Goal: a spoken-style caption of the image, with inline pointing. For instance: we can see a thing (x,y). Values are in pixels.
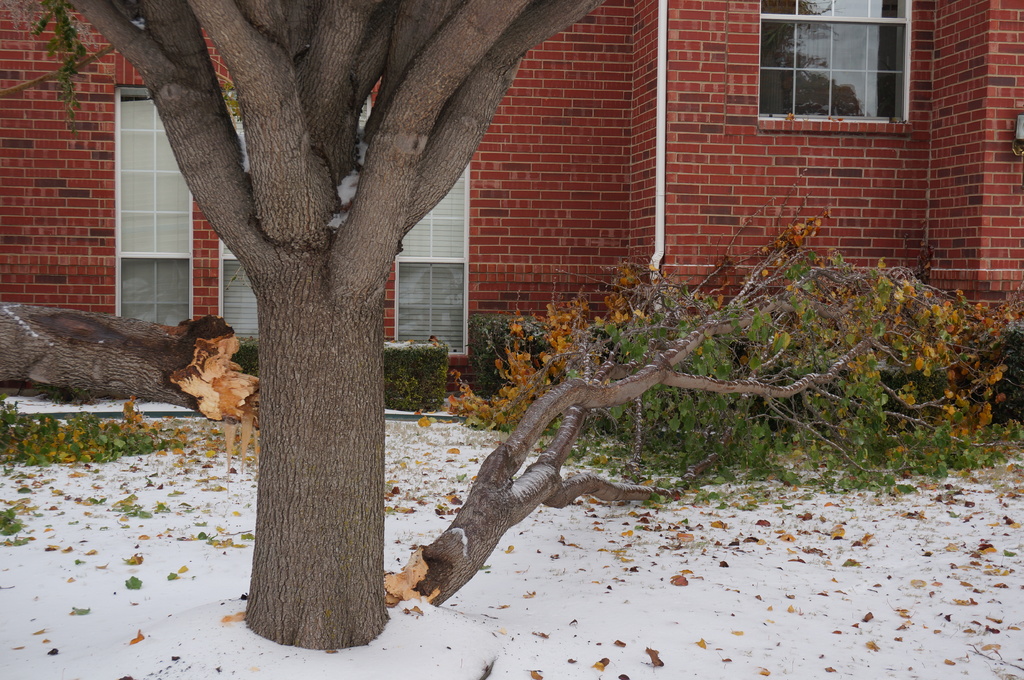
In this picture we can see a tree (293,390) here, at the bottom (674,543) there are some leaves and snow (732,518), we can see a trunk (101,384) of the tree (124,365) here, in the background (635,236) there is a building (635,207), we can see a glass window (851,64) here.
